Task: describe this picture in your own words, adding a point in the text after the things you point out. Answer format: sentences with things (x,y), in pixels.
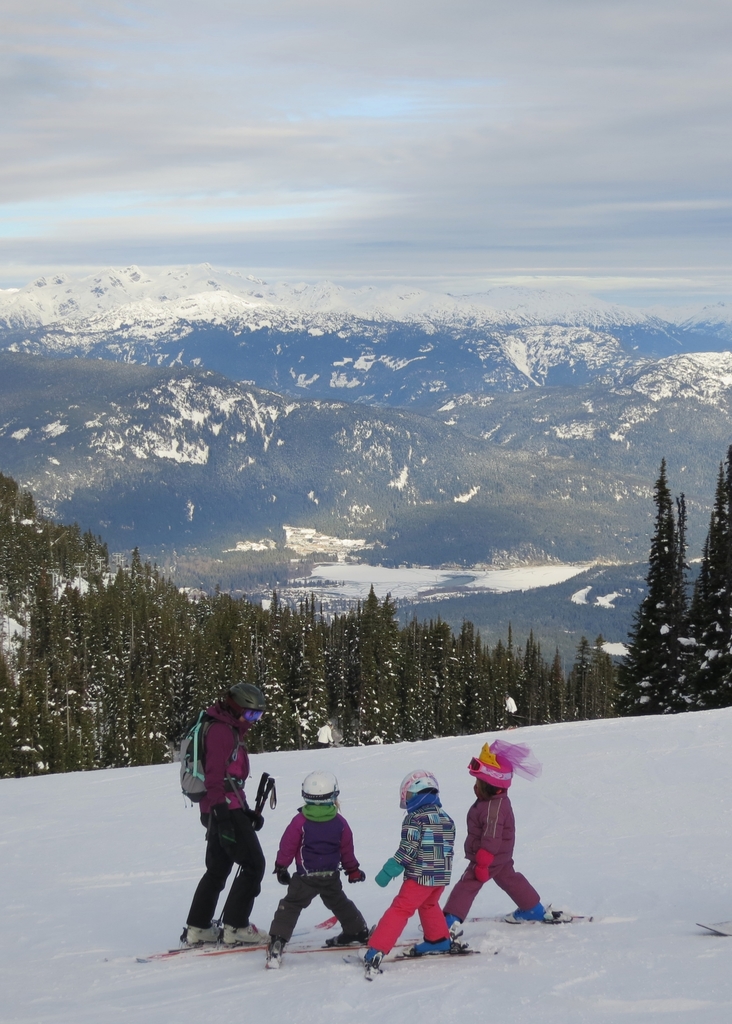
This image consists of four persons (379,923) skiing. At the bottom (688,975), there is snow (99,874). In the background (235,405), there are mountains (29,308) covered with snow (706,376). In the middle (460,666), there are trees (100,545). At the top (349,117), there are clouds (349,117) in the sky (381,180).
